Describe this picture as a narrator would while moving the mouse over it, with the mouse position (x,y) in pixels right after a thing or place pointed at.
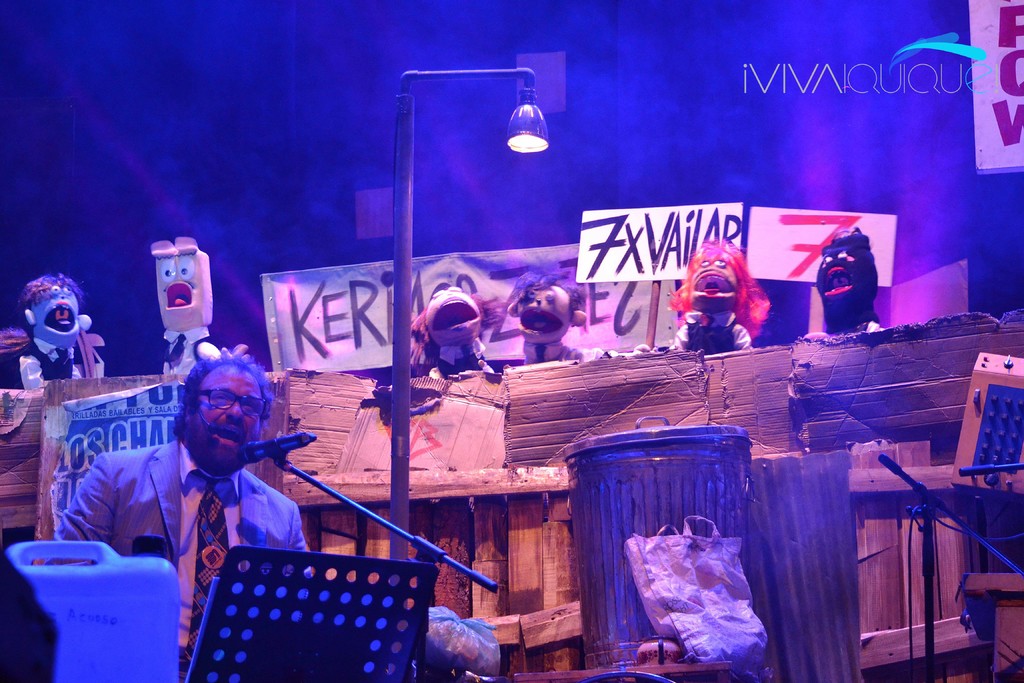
In this picture we can see a man (131,527) wearing a blazer (180,514), tie (220,571), spectacle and talking on the mic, can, drum (660,490), toys (442,336), banners (518,332), pole (402,151), light (528,103), bag (685,572).
